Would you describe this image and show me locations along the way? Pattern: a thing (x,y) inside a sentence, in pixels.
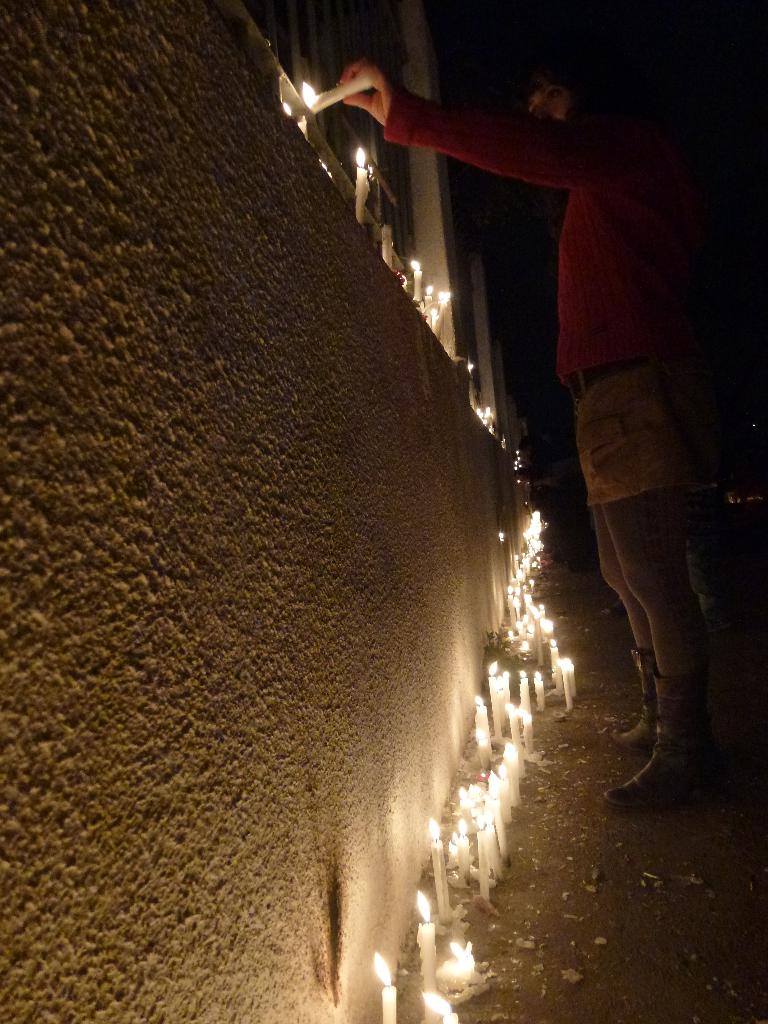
In this picture we can see a person (666,350) standing on the ground (665,914), wall (277,496), candles (488,728) and in the background (548,228) it is dark.
